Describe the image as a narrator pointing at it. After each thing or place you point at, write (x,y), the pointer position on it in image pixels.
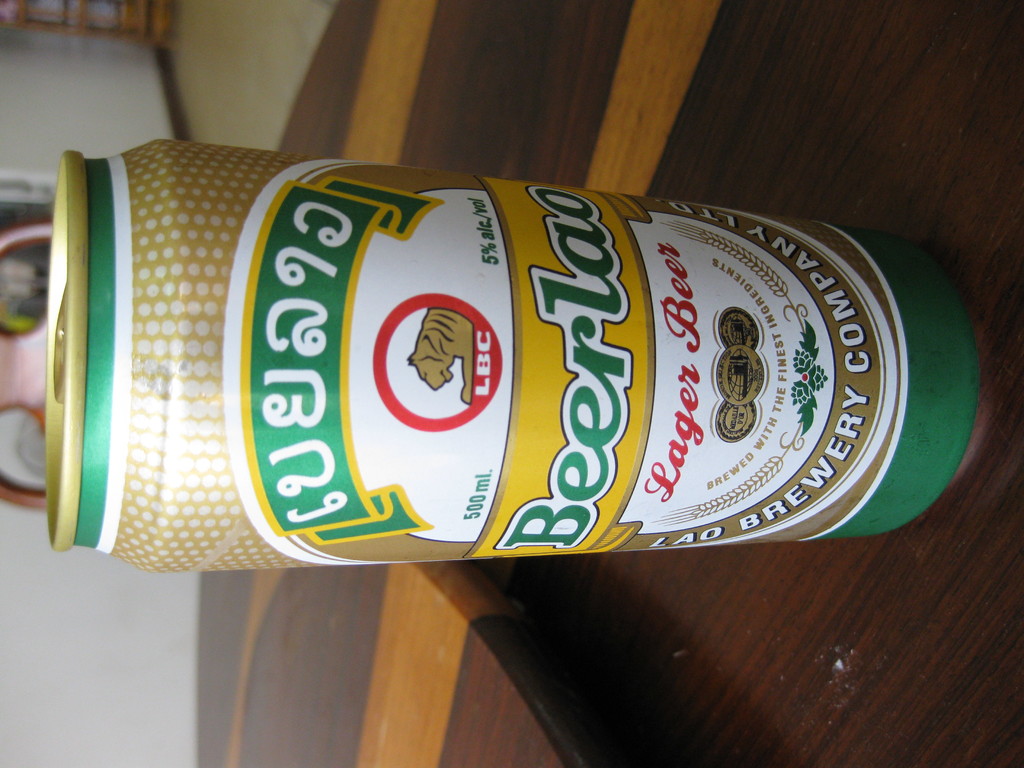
In the picture I can see green color tin (332,264) on which I can see a label (544,448), is placed on the wooden surface (290,720). The background of the image (83,721) is slightly blurred, where I can see a wall (45,145) and I can see a few more objects (56,18).
